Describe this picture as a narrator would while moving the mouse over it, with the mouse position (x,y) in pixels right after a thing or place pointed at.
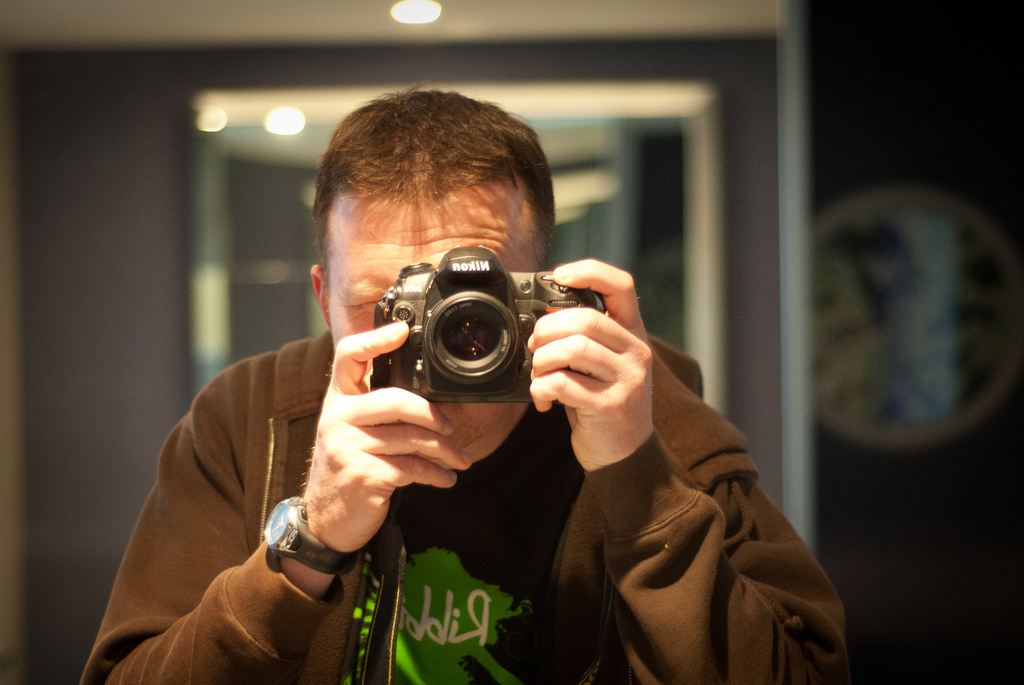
This man (485,642) is holding camera (403,381) with his hands (352,474) and taking snap. On top (411,16) there is a light (426,16).
